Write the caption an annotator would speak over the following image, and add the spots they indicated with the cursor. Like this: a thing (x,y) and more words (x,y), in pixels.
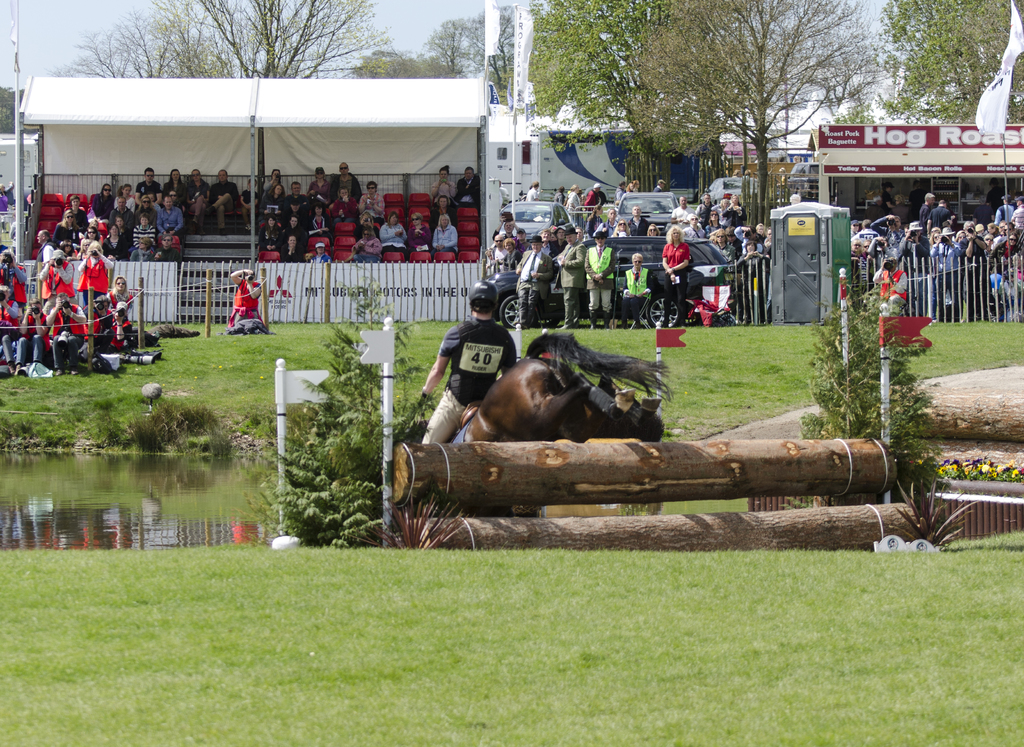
In this image I can see a person (493,361) wearing black t shirt (488,323) and black helmet (474,297) is sitting on a horse (506,383) which is black and brown in color, few wooden logs (611,488), few trees (299,509), few white colored poles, some grass (458,595) and the water (159,516). In the background (18,296) I can see number of persons (18,296) standing, few cars (635,242), few persons (417,231) sitting on chairs (408,223) which are red in color, few trees (703,66) and the sky (108,15).
